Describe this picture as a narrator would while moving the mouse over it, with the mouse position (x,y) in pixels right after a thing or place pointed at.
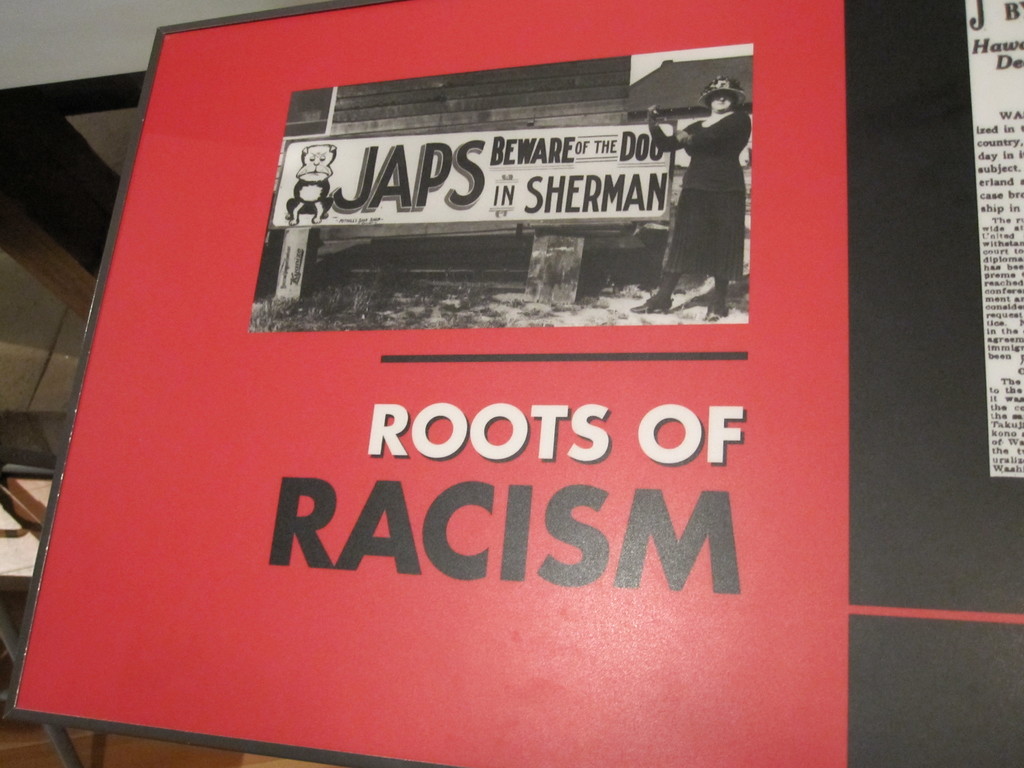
Here in this picture we can see a red and black colored hoarding (451,748) present on the wall (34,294) over there.
